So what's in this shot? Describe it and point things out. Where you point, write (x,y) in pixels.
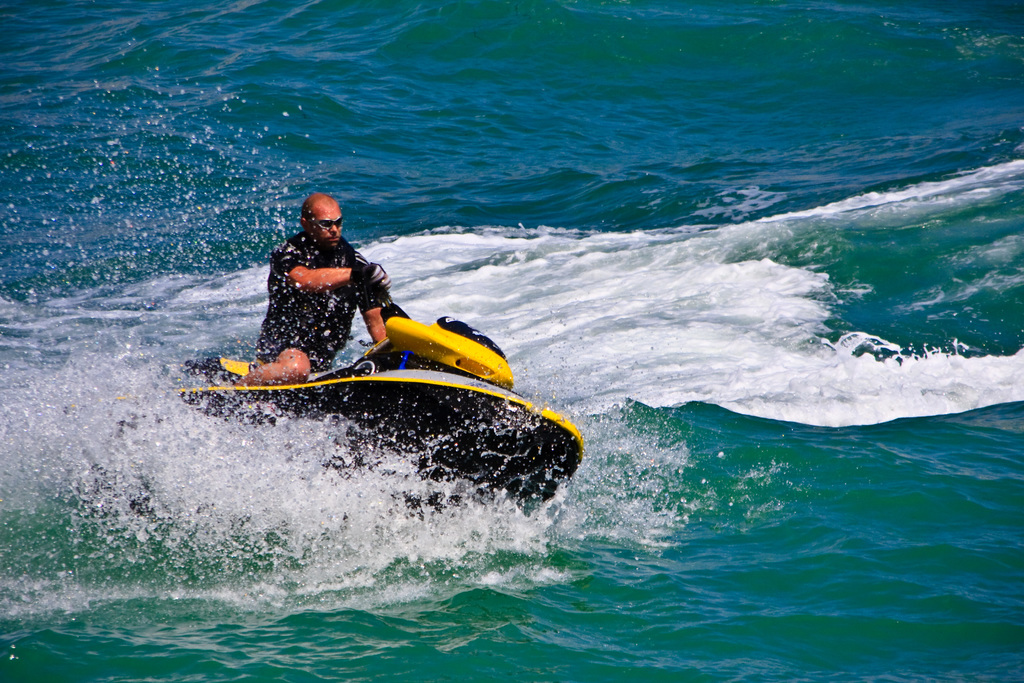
In the center of the image (393,408) a man (349,265) is riding a boat (362,385). In the background of the image (506,283) we can see water (433,489).
